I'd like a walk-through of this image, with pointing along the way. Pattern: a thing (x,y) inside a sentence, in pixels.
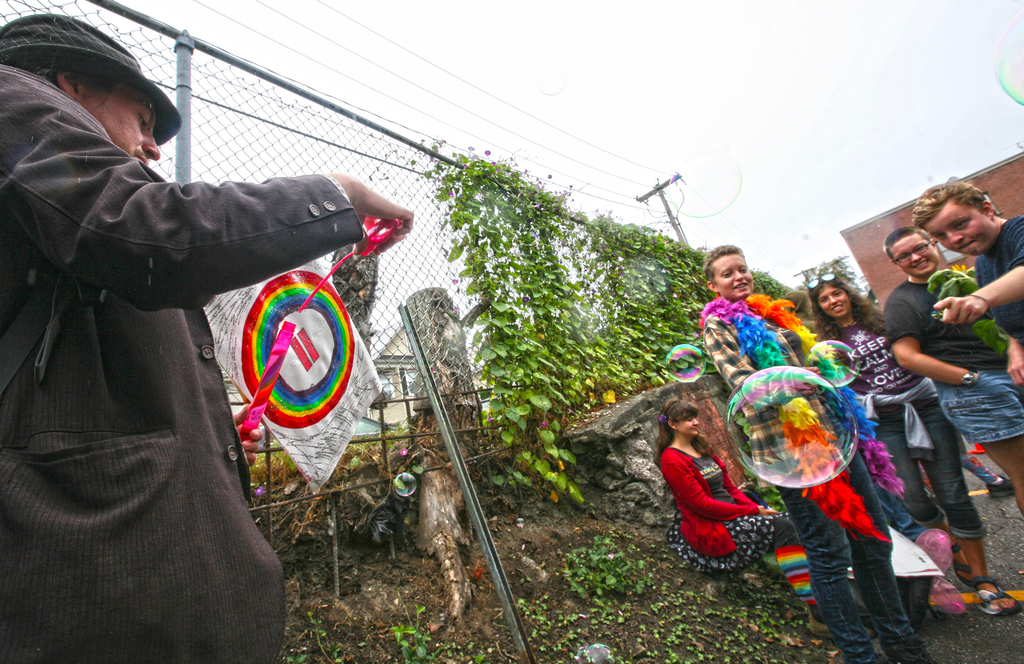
In the foreground of this image (55,492), on the left (59,433), there is a man (80,298) holding a bubble wand stick (287,343). Behind him, there is a flag (230,315). In the middle (447,420), there is a pole (489,568). On the right (941,350), there are people (944,346) sitting, walking and standing and we can also see few bubbles (829,343) in the air (780,252). In the background (623,282), there are creepers (517,207) on a fencing (415,179), few buildings (866,257), pole (659,189), cables (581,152) and the sky (654,19).
